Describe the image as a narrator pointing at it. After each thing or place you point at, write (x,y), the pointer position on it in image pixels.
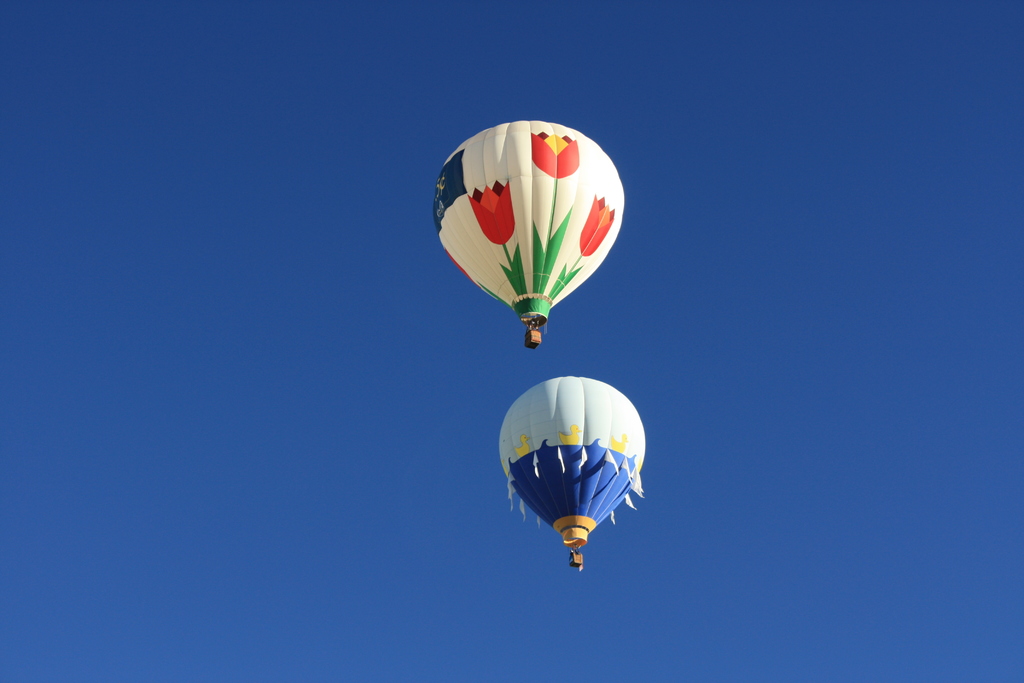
In this picture, we see the two hot air balloons (546,383). These balloons (564,511) are in blue, white, red and green color. In the background (929,388), we see the sky (929,388), which is blue in color.
